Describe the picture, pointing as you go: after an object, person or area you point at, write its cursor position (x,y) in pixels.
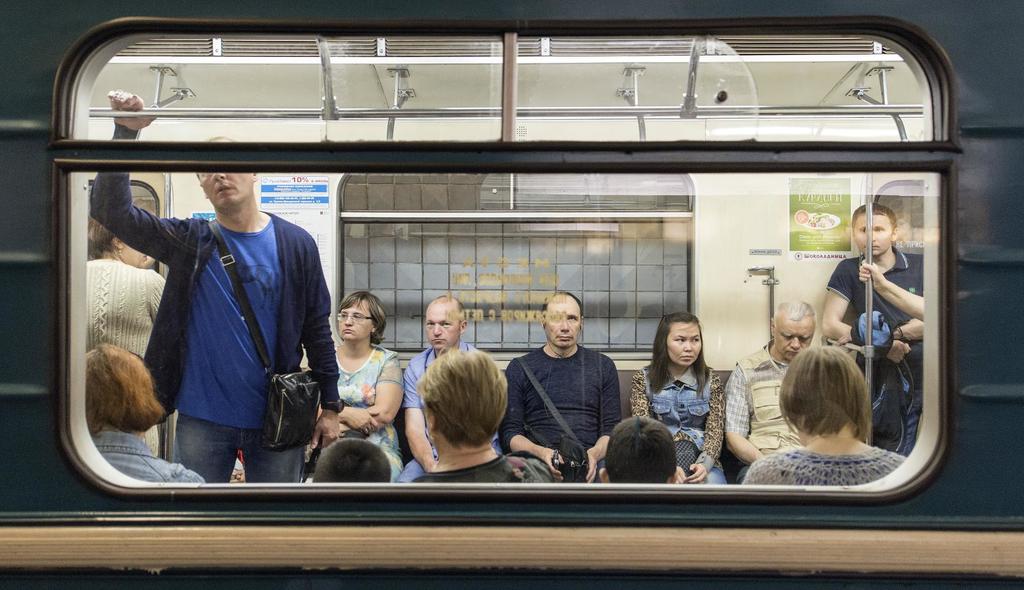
In this picture we can see some people (535,452) are sitting, some people (143,283) are standing, windows (590,328), rods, bags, some objects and posters (832,235) on the walls (469,135).
